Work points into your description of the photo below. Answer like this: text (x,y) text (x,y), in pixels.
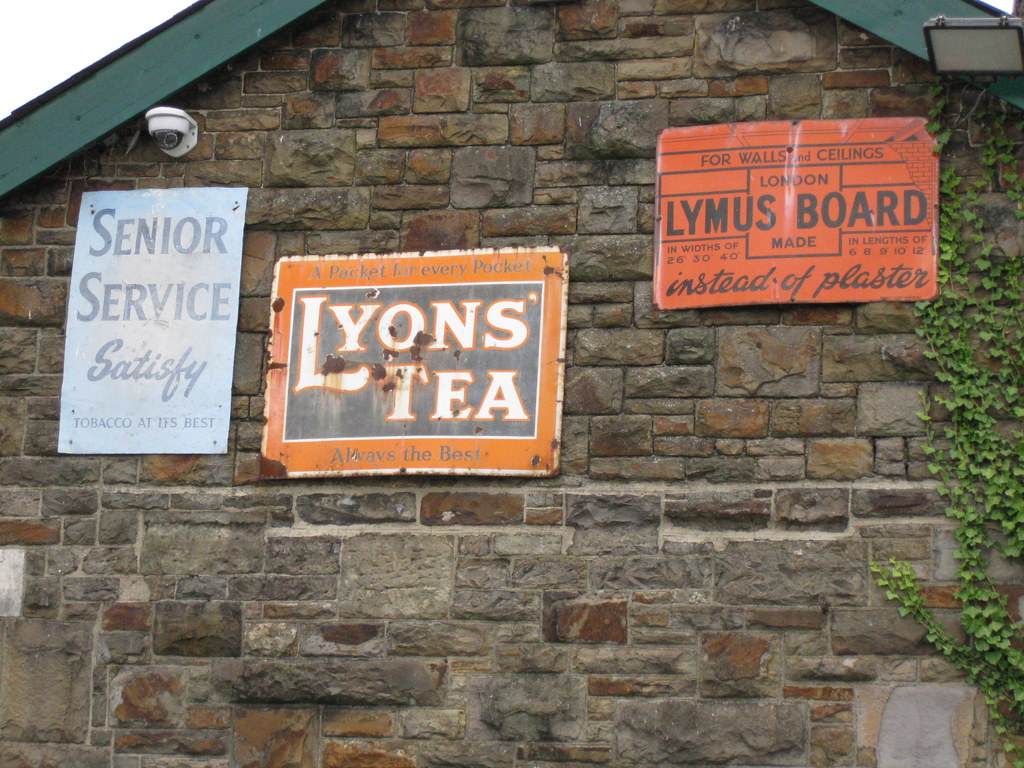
In the foreground of the picture (391,115) there is a brick wall (265,298), on the wall (64,230) there are boards (838,289), creeper (964,197) and camera (163,115).
